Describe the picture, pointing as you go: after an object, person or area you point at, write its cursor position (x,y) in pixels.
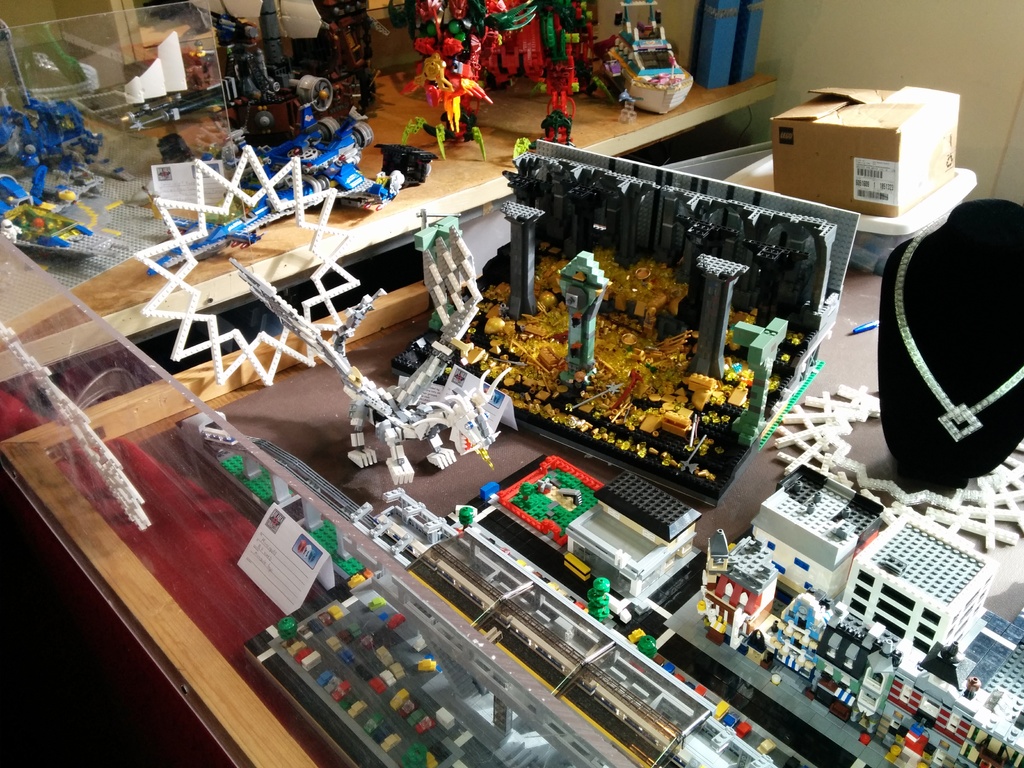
In this image we can see different types of objects (564,598) and a ornament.
